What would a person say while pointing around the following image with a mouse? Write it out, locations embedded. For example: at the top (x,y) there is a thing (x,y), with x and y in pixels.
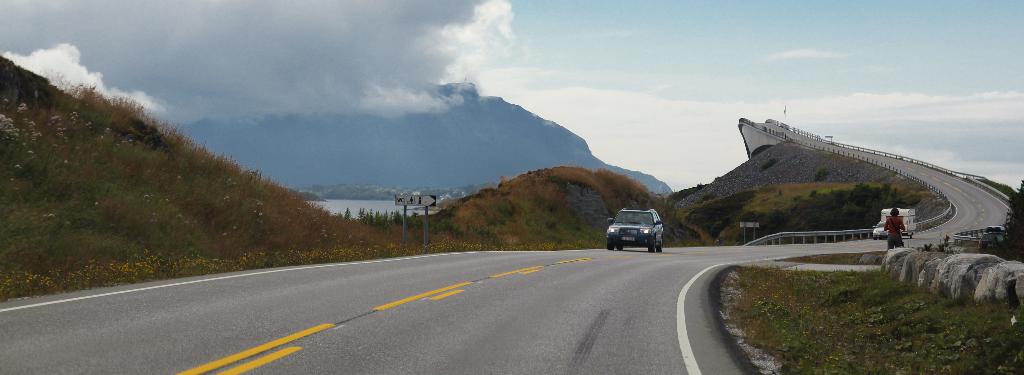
In this image there is a road (608,296), on which there are vehicles (903,219), persons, beside the road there are the hill (511,199), poles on which there is a board (411,204), at the top (783,38) there is the sky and on the right side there are some stones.
